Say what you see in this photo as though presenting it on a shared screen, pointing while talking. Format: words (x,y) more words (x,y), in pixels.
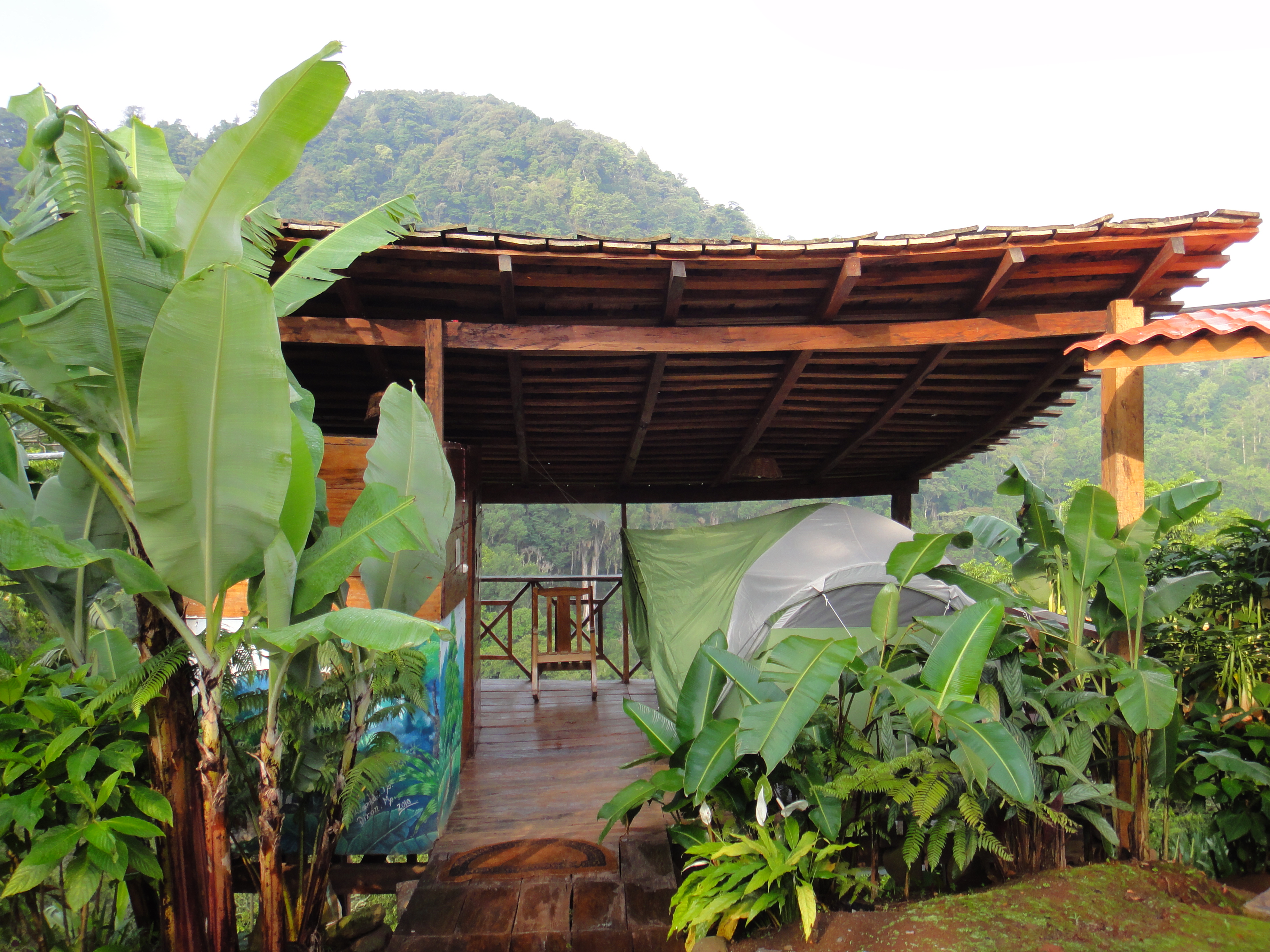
In this picture I can see there are plants (742,707) here and there is a roof (575,394) and there is a chair (565,600) here. There are mountains (616,595) in the backdrop (333,133) and they are covered with trees (472,127) and the sky (610,87) is white.
